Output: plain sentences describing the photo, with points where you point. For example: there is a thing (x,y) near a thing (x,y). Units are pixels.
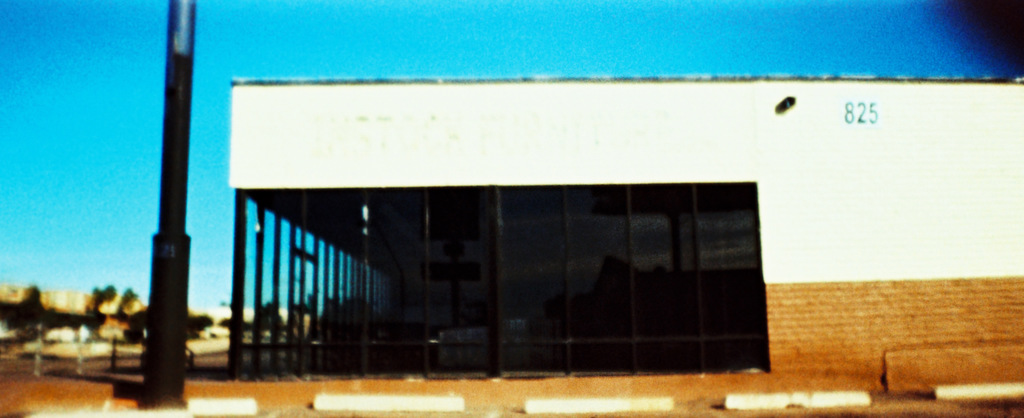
In this image we can see the buildings (265,251), one pole (163,295), some objects (221,398) on the ground (462,416), one object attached to the building (1000,372), some trees (37,300) on the ground (56,359), some text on the building (799,110) on the right side of the image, at the top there is the sky (67,279) and the background (20,307) is blurred.
